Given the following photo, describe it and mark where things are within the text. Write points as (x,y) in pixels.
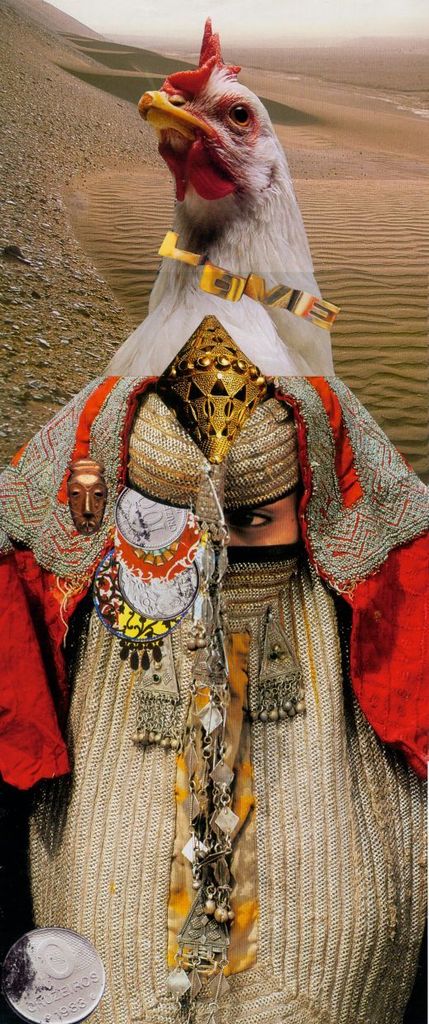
This is an edited image, there is the sky (160,10) towards the top of the image (274,24), there is sand (358,70), there is a hen (198,187), there is text (316,298), there is a person face (269,531), there is a coin (72,983), there is an object (157,804) towards the bottom of the image (223,839) that looks like a dress (237,768).
